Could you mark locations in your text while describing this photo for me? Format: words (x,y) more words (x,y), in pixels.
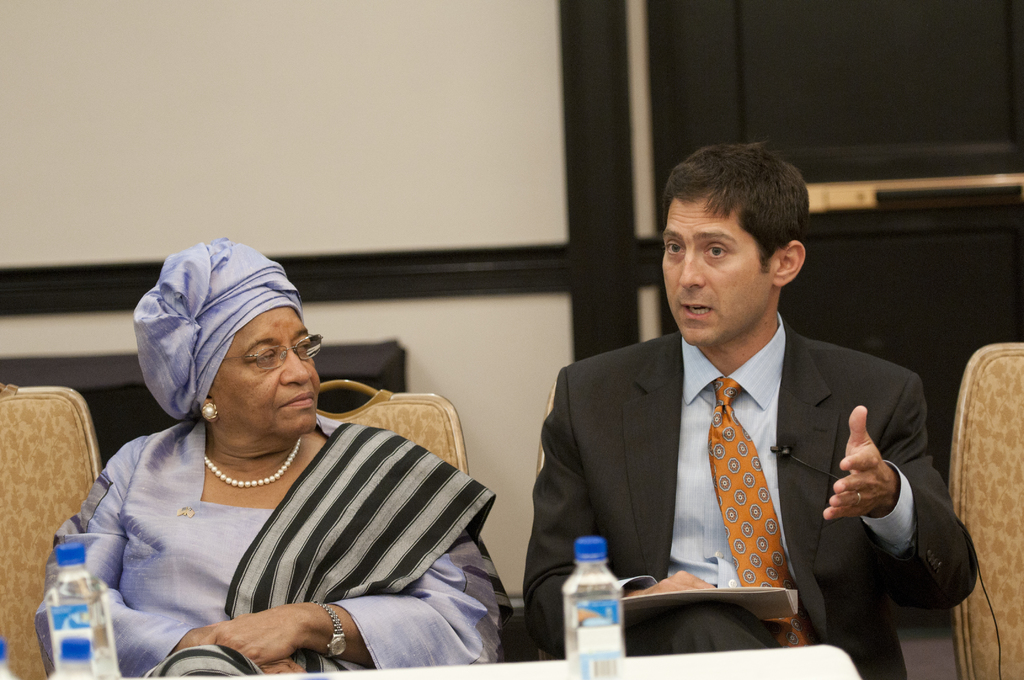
In this picture we can see a man (660,463) wearing black suit (649,437), sitting and talking. Beside we can see a woman (208,516) wearing a blue dress (244,540) is sitting. Behind we can see white wall (344,182) and black door (904,129).
